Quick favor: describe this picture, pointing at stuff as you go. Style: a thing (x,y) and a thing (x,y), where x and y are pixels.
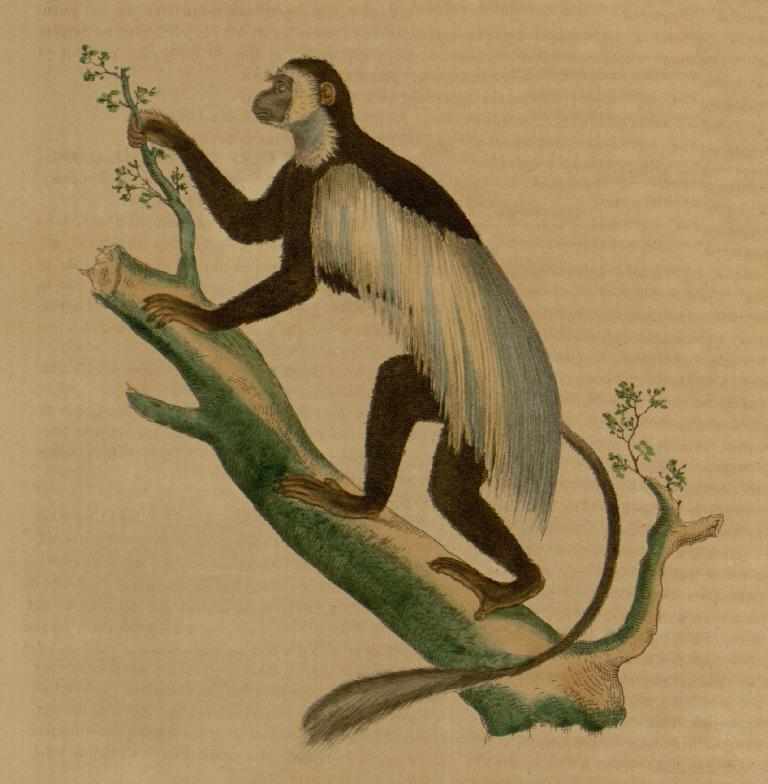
In this picture we can see painting (343,430) of an animal (544,467) on the branch (232,394).
